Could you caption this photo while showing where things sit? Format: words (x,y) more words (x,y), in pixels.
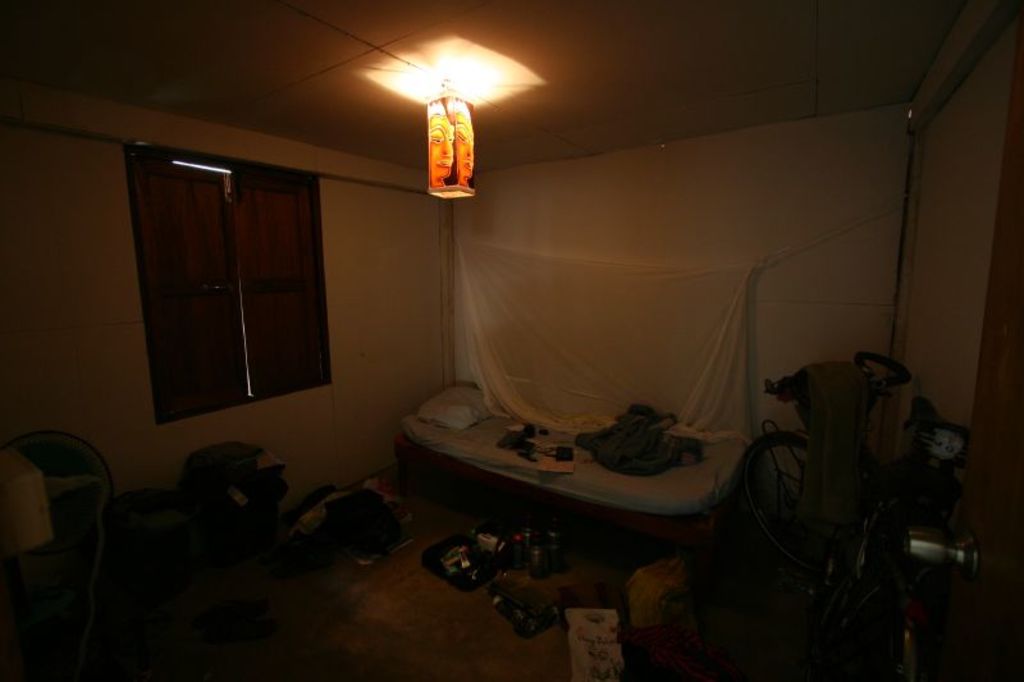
This image is clicked inside a room (302,136). There is light (443,81) at the top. There is a window (186,274) on the left side (226,336). There is a bed (657,507) in the middle (459,427). There is a cycle (885,512) on the right side (850,652). There are table fan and bags (150,489) on the left side (168,529). There are some bottles (538,561) at the bottom (552,559).
